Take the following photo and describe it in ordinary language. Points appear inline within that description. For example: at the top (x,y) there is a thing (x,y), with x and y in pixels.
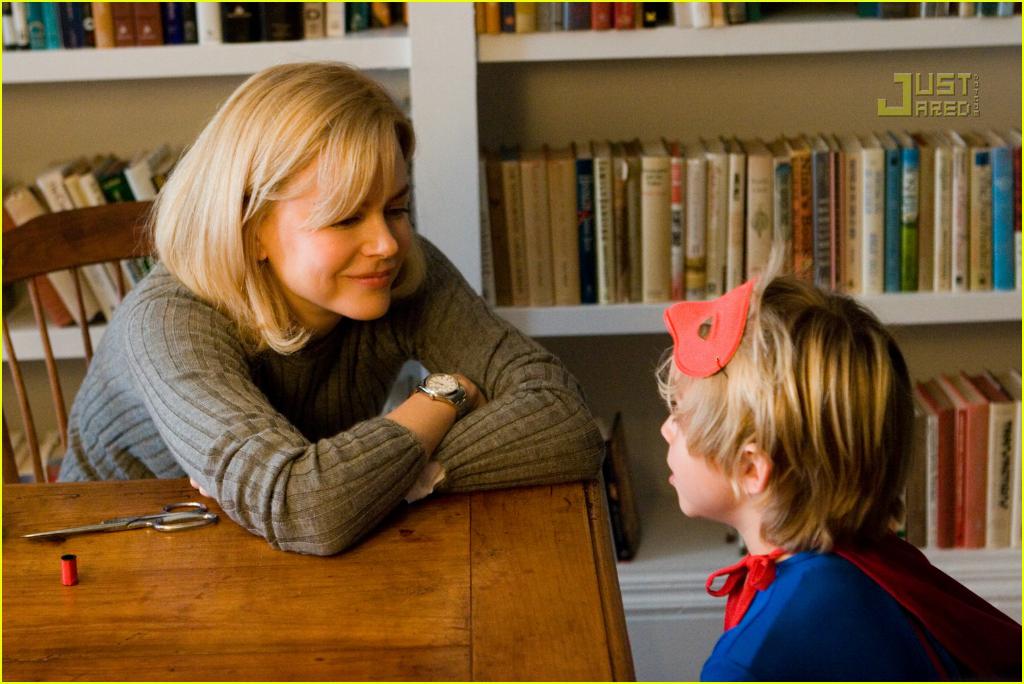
There is a woman (268,412) sitting on the chair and she is smiling. This is a table (366,592). On the table (358,567) there is a scissors (169,521). Here we can see a children (820,571). In the background (524,145) we can see rack (987,309) and there are books (650,169).
